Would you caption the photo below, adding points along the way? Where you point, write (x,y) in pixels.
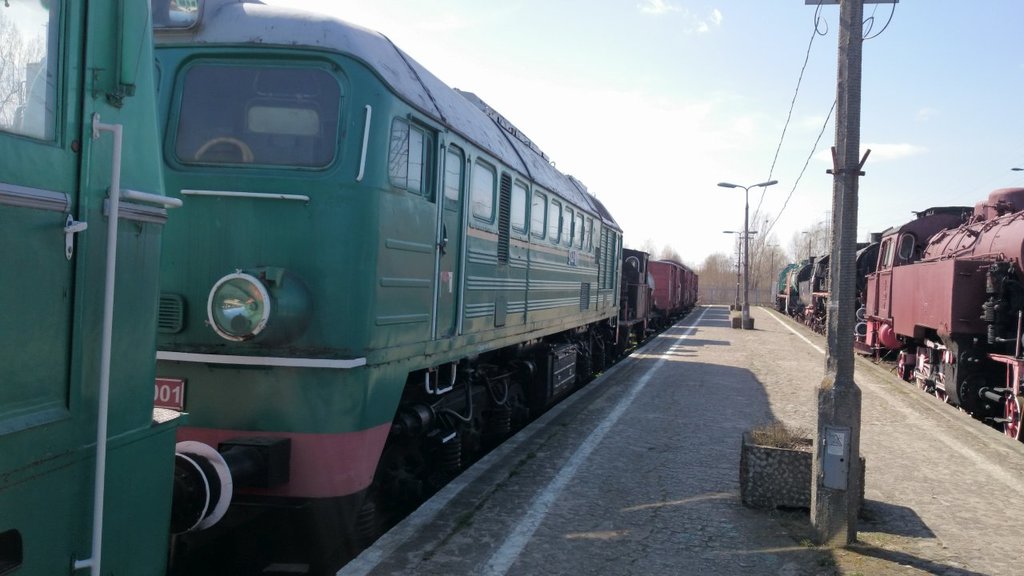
On either side of the picture, we see trains (367,366) which are in green and brown color are parked on the tracks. In the middle of the picture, we see street lights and electric poles (847,226). There are trees (711,277) in the background (789,249). At the top of the picture (637,74), we see the sky (688,94).
